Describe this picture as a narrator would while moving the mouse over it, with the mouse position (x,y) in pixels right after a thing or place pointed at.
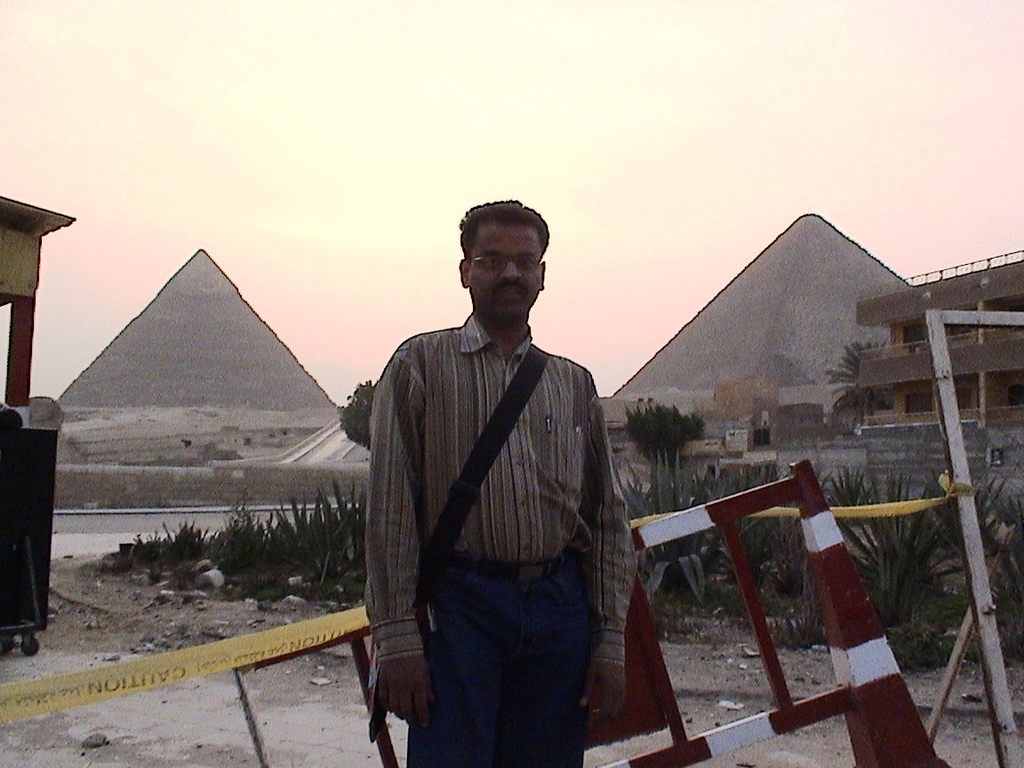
In the middle of the image (534,437) we can see a man (566,451), he wore a bag (508,428), behind him we can see few metal rods (740,501), plants (893,627), trees (859,402) and buildings (825,437), and also we can see pyramids (734,300).
